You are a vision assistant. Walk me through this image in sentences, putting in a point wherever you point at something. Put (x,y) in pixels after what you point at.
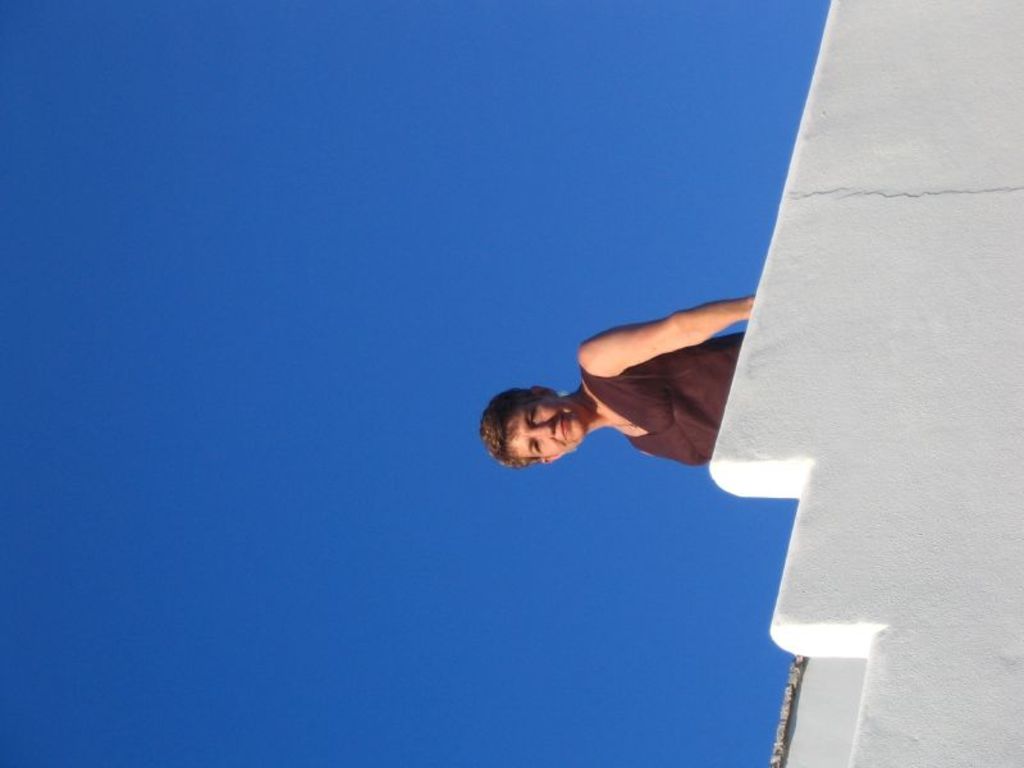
The woman (682,433) in the middle of the picture (579,391) wearing brown dress (723,378) is standing. She is smiling. Beside her, we see a white wall (834,442). In the background (441,598), we see the sky (301,277), which is blue in color.
